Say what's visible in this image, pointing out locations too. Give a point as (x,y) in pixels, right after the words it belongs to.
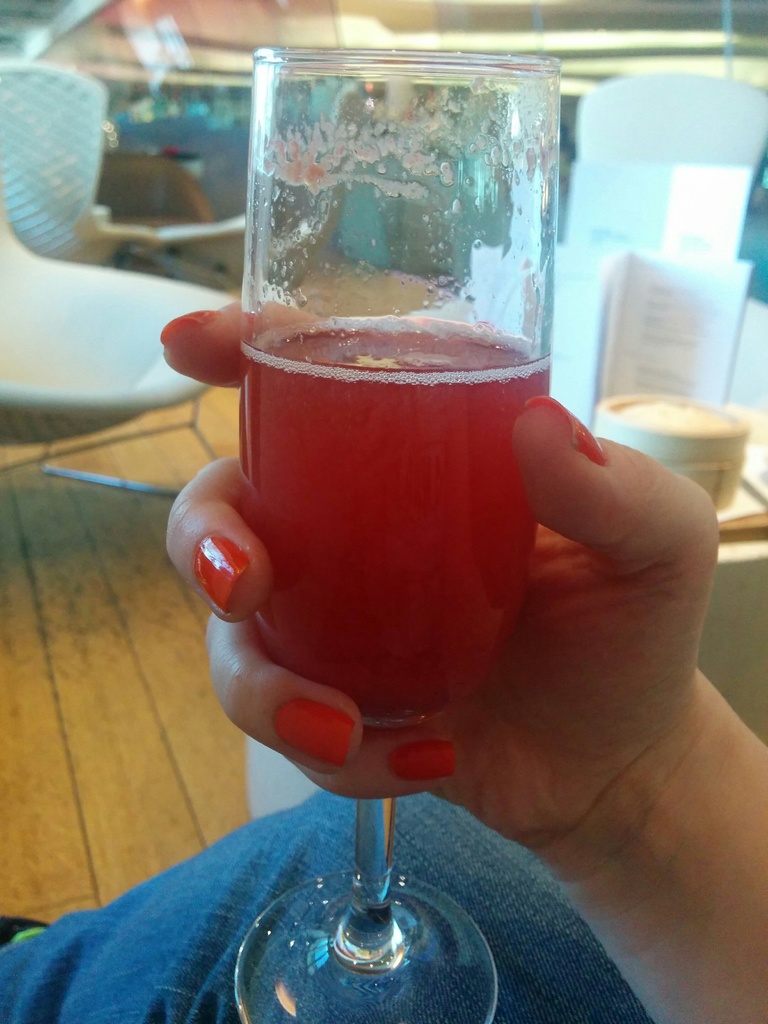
In this picture there is a person (591,739) sitting and holding the glass (438,961). There is a cup (713,480) and board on the table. At the back (754,146) there are chairs (111,485). At the top (506,49) there is a light (366,46).
